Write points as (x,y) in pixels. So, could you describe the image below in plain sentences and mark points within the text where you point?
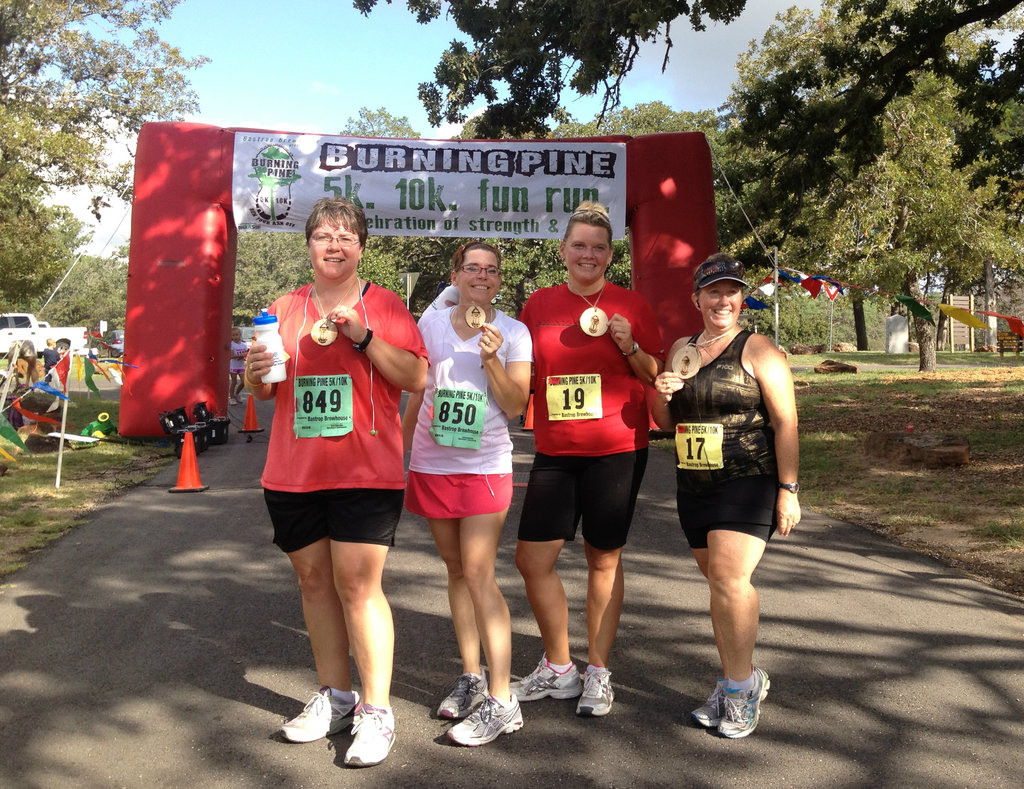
In the middle of the image (638,343) few women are standing on the road (840,596) and smiling. Behind them there is a banner (336,180). Top of the image (815,196) there are some trees (1016,309). Behind the trees (1016,309) there is sky (293,30). Bottom left side of the image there are some poles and vehicles (3,321).
